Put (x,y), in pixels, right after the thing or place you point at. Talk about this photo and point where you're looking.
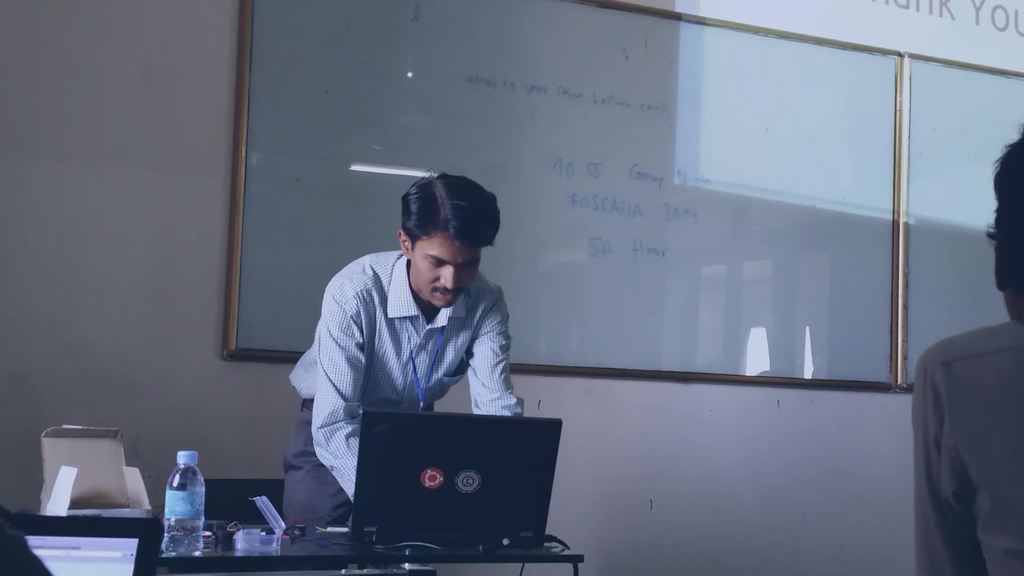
In this image there is a man (342,422) standing. In front of him there is a table (303,542). On the table (318,543) there are cables (327,532), a water bottle (184,514), a box (261,532) and a laptop (356,485). There are chairs (209,483) beside the table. Behind the man (328,349) there is a board (313,138) on the wall (57,123). There is text (564,87) written on the board (648,212). In the bottom left (98,536) there is a laptop (93,552). To the right (923,456) there is a person (989,425). In the top right (989,11) there is text (948,14) displayed on the wall (948,14).
